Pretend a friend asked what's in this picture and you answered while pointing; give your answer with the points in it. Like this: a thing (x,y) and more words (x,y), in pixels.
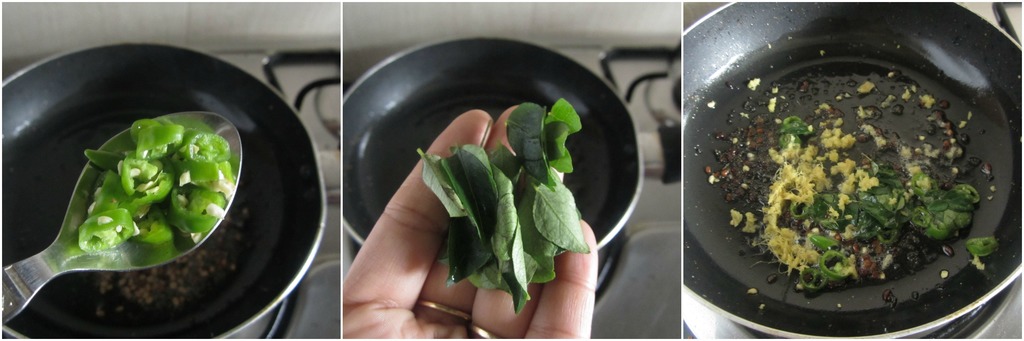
This is the collage image. We can see some pans (314,173) with food items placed on gas stoves (704,326). In the first part of the image, we can see a spoon (94,264) with green chili (129,215). In the second part of the image, we can see a person's hand (396,319) with some green leaves (554,200).
